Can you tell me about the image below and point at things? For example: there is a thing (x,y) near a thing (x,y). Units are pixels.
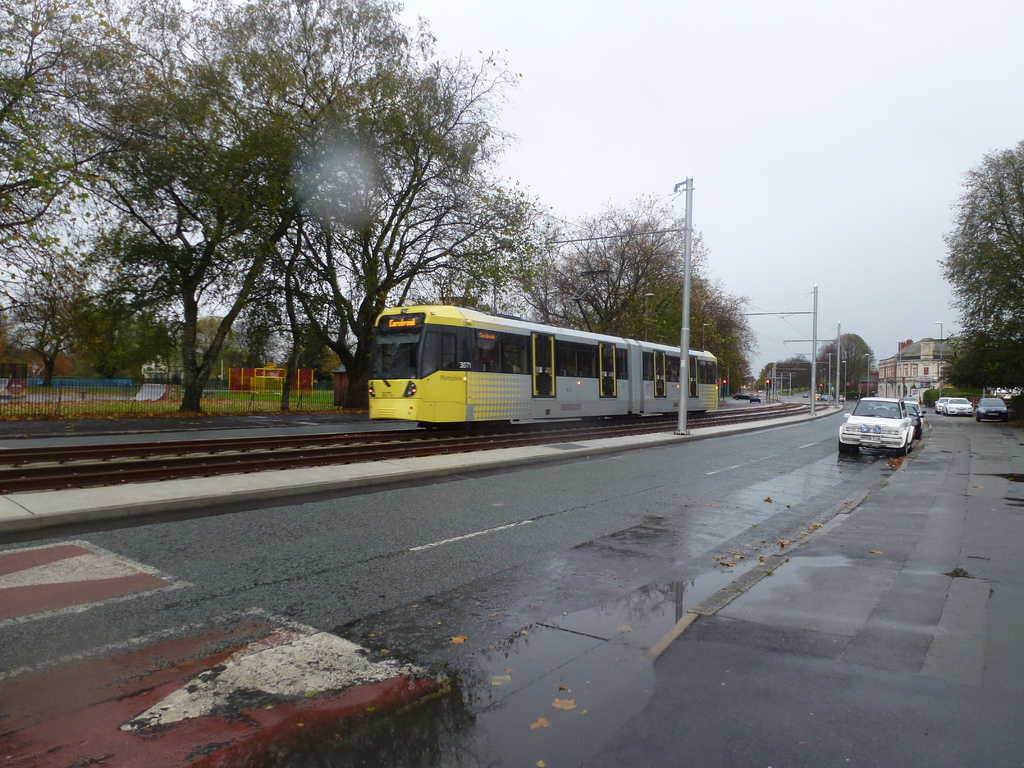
In this image there is road (651,528), there are vehicles (883,418) on the road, there are buildings (912,367), there are poles (813,353), there is a sky (808,123), there is a railway track (298,451), there is a train (461,367), there are trees (287,212), there is a fencing (93,396).
